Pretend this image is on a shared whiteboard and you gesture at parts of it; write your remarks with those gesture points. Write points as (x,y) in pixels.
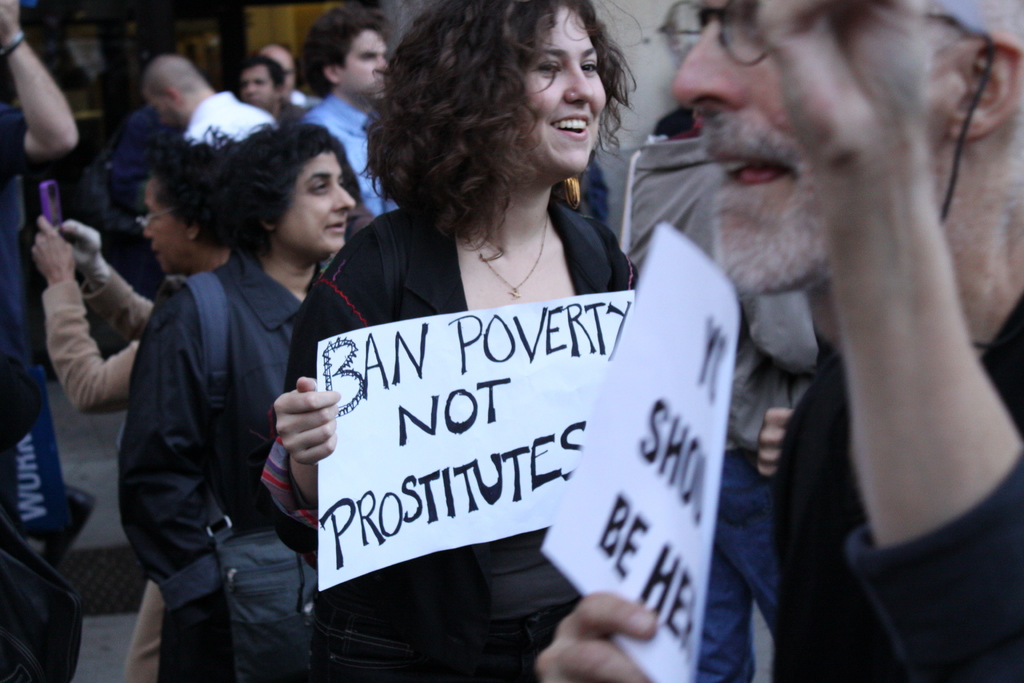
In this image I can see people (946,618) protesting. 2 people (556,3) are holding placards (524,403).
